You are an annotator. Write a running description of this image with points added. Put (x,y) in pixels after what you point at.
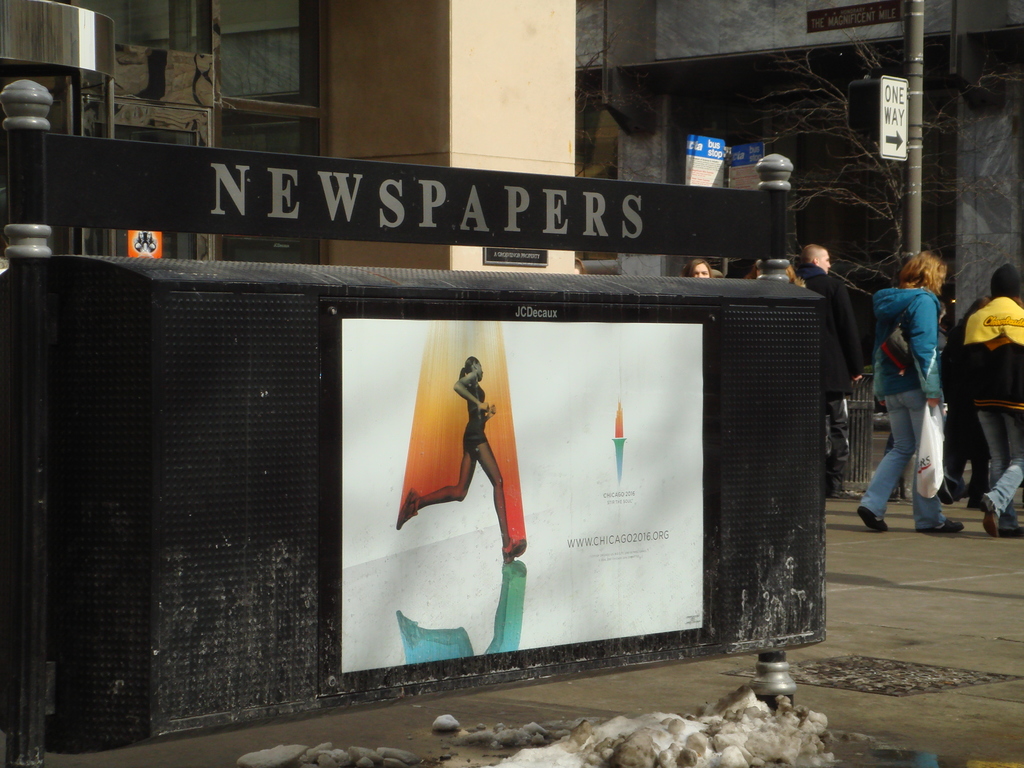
In this image I can see few persons (841,344). I can see a pole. I can see a poster (390,344) on the wall (708,364). I can see some text (469,226).
